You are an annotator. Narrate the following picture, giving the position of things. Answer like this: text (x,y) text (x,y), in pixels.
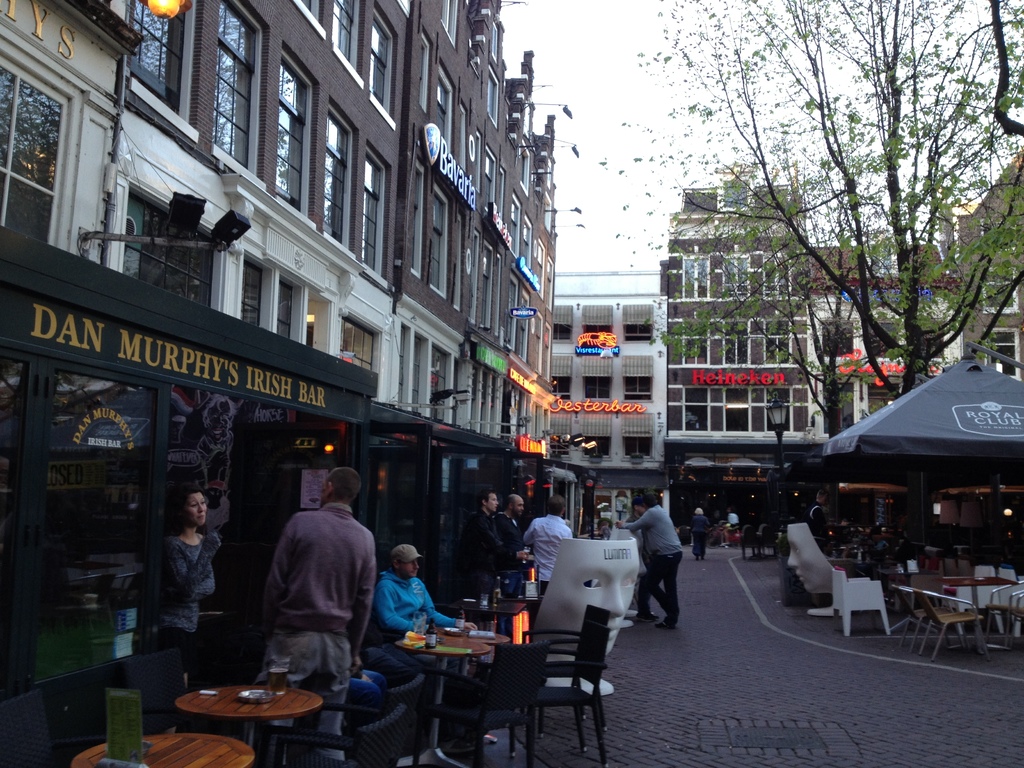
In this picture I can see there are few tables (459,646) at left (167,764) and right side, there are few people (335,605) standing and few (429,608) are sitting. There is a tree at right side (829,166) and there are buildings (662,356) at left (302,366) and right side (695,403).
